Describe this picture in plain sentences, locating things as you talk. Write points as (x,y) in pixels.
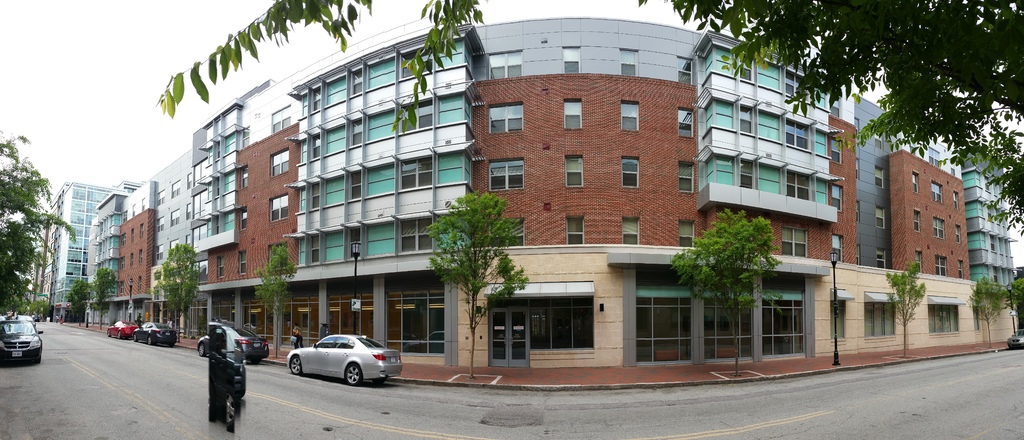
In this image in the center (512,192) there are some buildings (960,233), trees (977,289), poles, lights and some vehicles (29,338) and some persons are walking. And on the left side (229,377) there is some object (213,371), at the top (193,21) there is sky (379,21).
